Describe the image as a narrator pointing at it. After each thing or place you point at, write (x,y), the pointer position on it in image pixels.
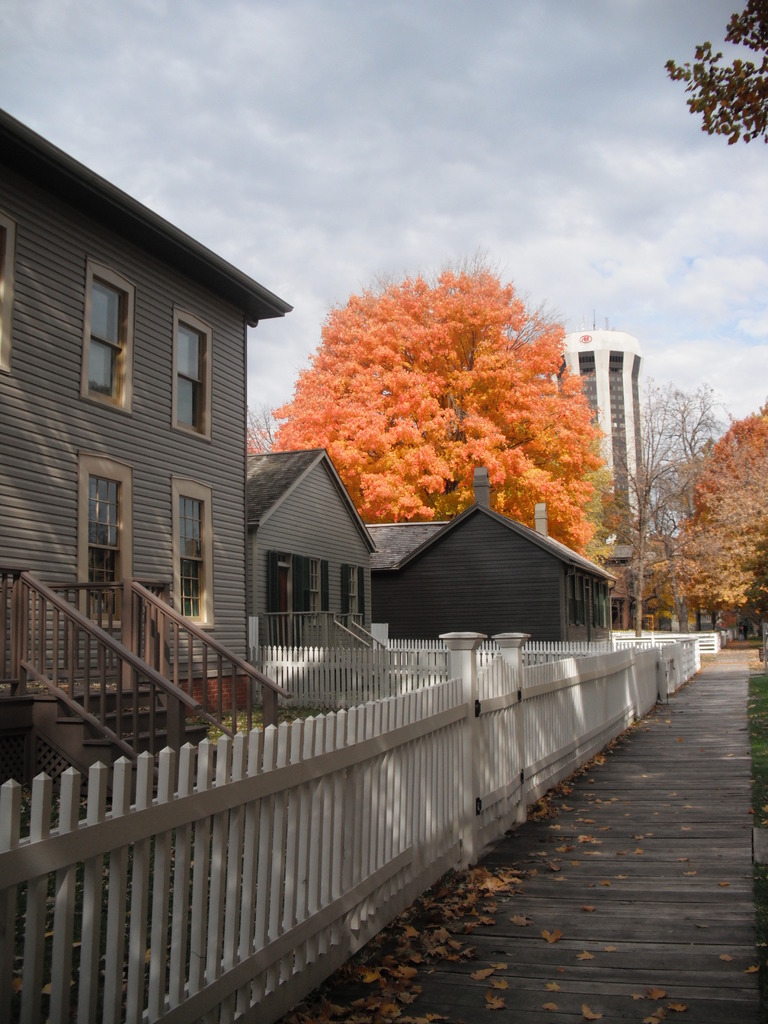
In this image I can see few buildings (201,464), windows (95,515), stairs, fencing (388,658), trees (494,433). I can see an orange, yellow and green color leaves (406,502). The sky (412,172) in blue and white color.
